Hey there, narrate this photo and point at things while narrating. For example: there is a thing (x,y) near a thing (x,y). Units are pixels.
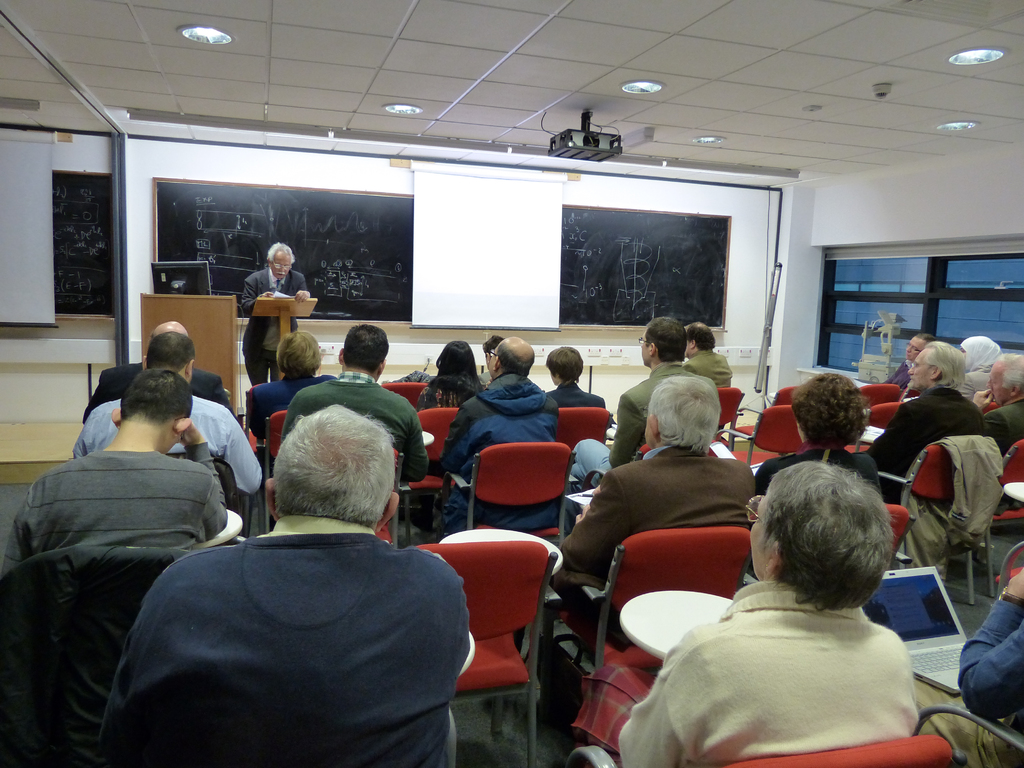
In this image there are group of persons (173,467) sitting. In the front (931,604) on the right side (935,645) there is laptop (941,655) on the lap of the person (996,675) and in the background (282,274) there is a man (282,287) standing and there is podium (213,301) and on the podium (221,321) there is a monitor (189,275) and there are boards (346,220) with some text (333,284) on it. On the top (199,26) there are lights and there is a projector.
